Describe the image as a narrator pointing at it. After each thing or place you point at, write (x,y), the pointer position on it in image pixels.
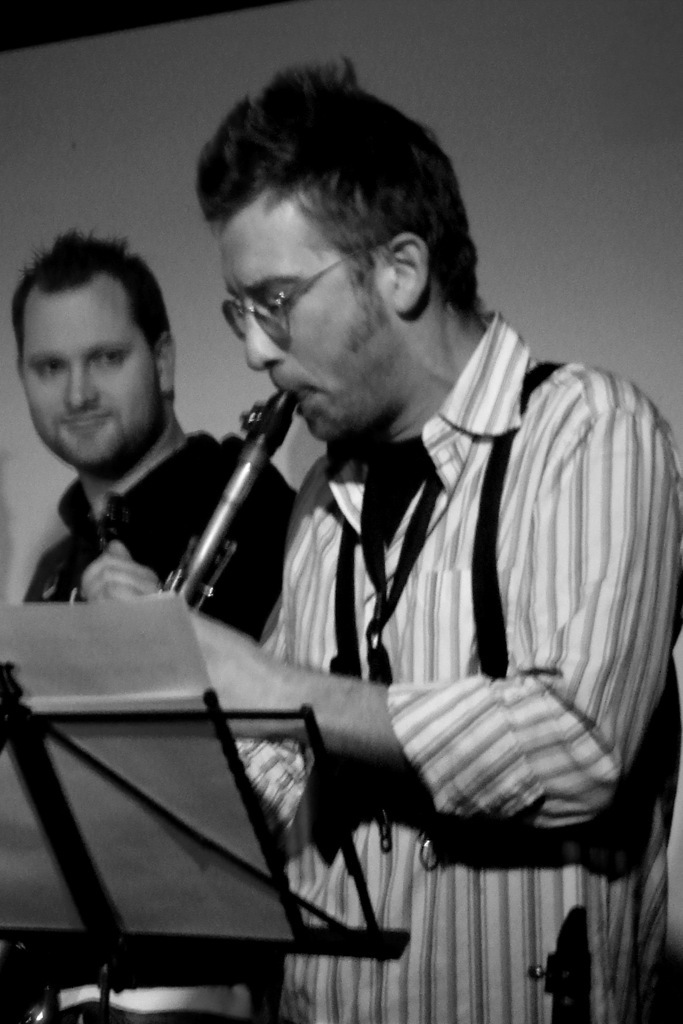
In this image we can see two persons (236,435), one of them is playing a musical instrument (229,515), there are papers (121,801) on the stand (44,795), also we can see the wall (604,261), and the picture is taken in black and white mode.
